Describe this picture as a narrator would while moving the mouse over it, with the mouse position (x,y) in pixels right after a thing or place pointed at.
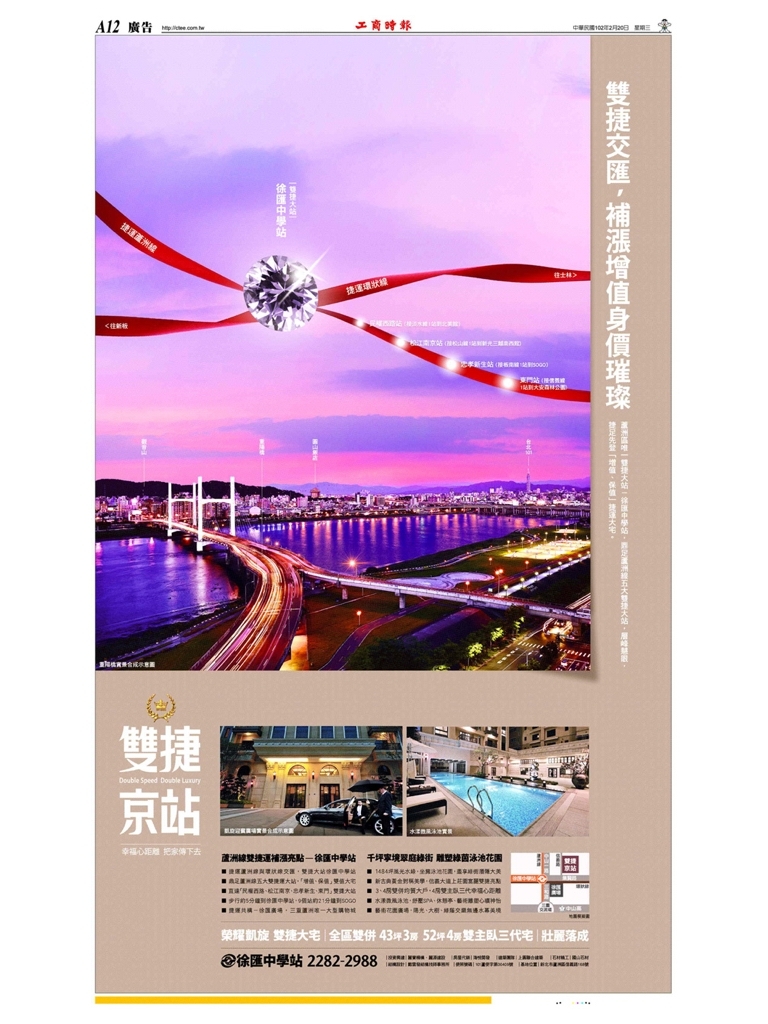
There is a poster (321,365), in which, there are three images (247,560). In first image (261,561), there is bridge (417,586), which is built across the river (201,552), there are buildings (224,506) and there are clouds (406,378) in the sky (469,218). In the second image (355,795), there is a car (370,811) on the road (277,811), near a building (310,796). In the third image (488,788), there is a swimming pool (477,779), around this swimming pool (465,779), there are beds (420,803) arranged. Outside these images (302,782), there are texts (615,176).
